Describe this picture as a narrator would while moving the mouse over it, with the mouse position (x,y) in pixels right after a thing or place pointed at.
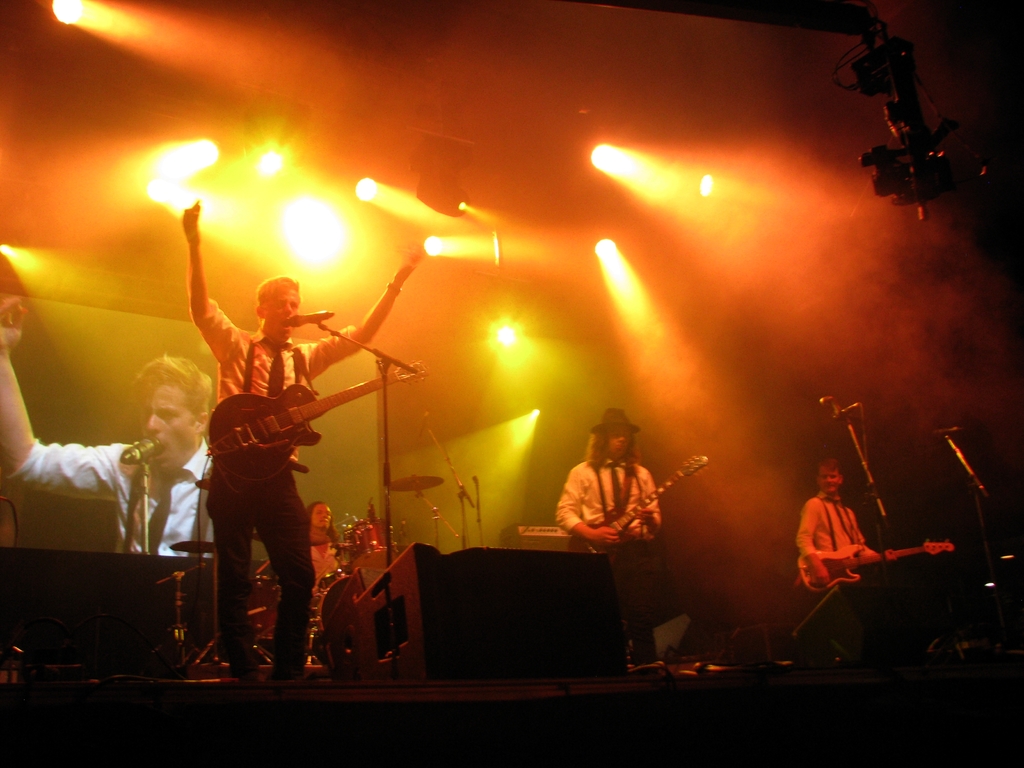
In the picture there is a man (221,512) in front (277,428) with a guitar (367,382) and there are other musicians (606,526) in the back side (646,539), on ceiling (284,218) there are many lights (295,228).
